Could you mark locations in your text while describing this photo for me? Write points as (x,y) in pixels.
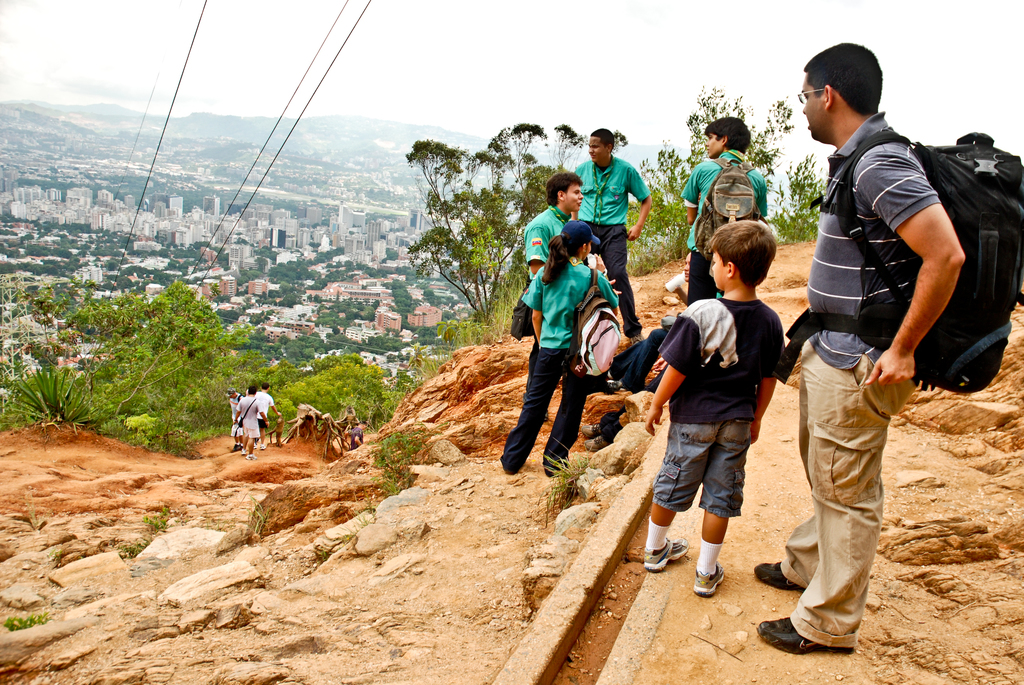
In the image there is a hill (469,532) and few people (667,337) were standing on that hill (658,302), they are also wearing bags (901,294) and below the hill (338,493) there are few other people (252,427) and there are some plants (144,360) around them, in the background (122,159) there are many buildings (241,203) and houses (207,278), in between the buildings (395,328) there are many trees (280,277).
